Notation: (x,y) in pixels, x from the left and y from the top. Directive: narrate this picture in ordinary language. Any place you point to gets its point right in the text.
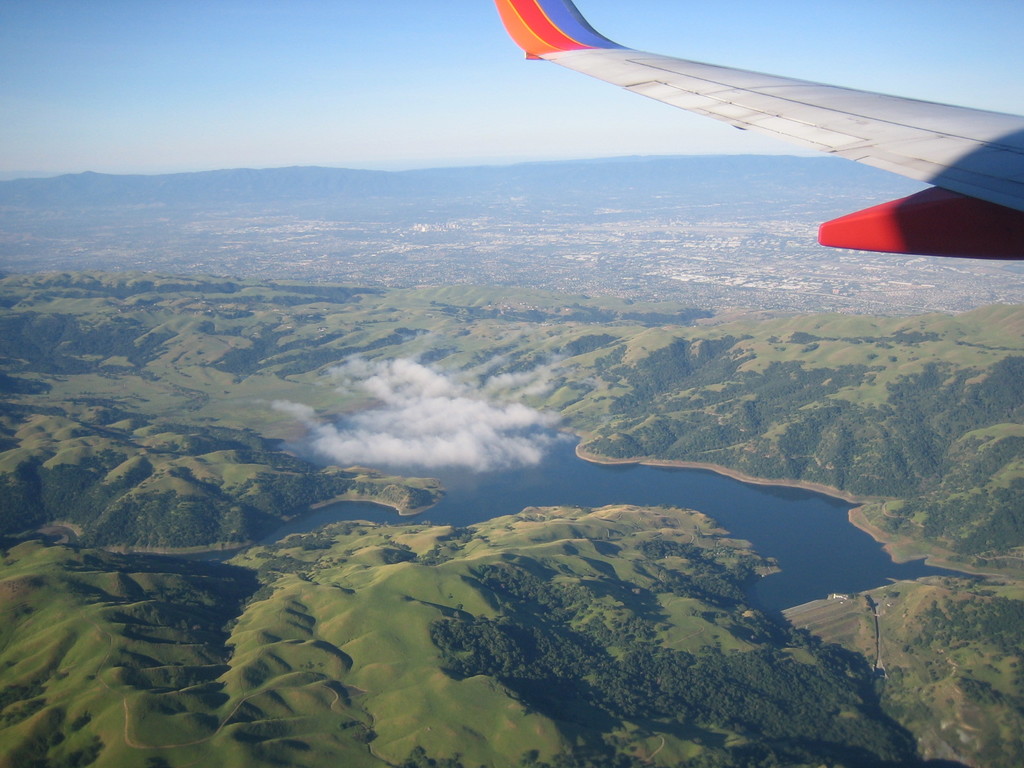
The image is taken from an airplane (946,131). In the foreground (689,109) we can see airplane wing (732,115). In this picture there are hills (637,581), trees (709,448), clouds (481,436) and a water body (417,470). In the foreground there are trees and hills (19,445).
